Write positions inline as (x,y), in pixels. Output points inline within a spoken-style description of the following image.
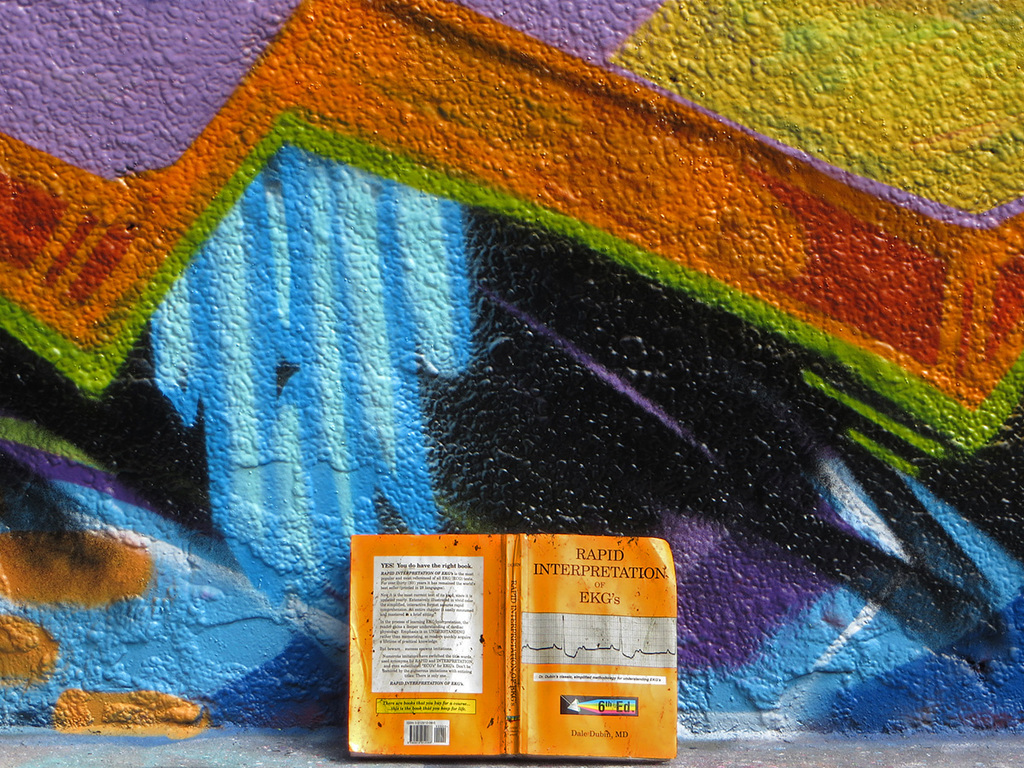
In this image we can see a book (402,689) and a painted wall (428,325).
